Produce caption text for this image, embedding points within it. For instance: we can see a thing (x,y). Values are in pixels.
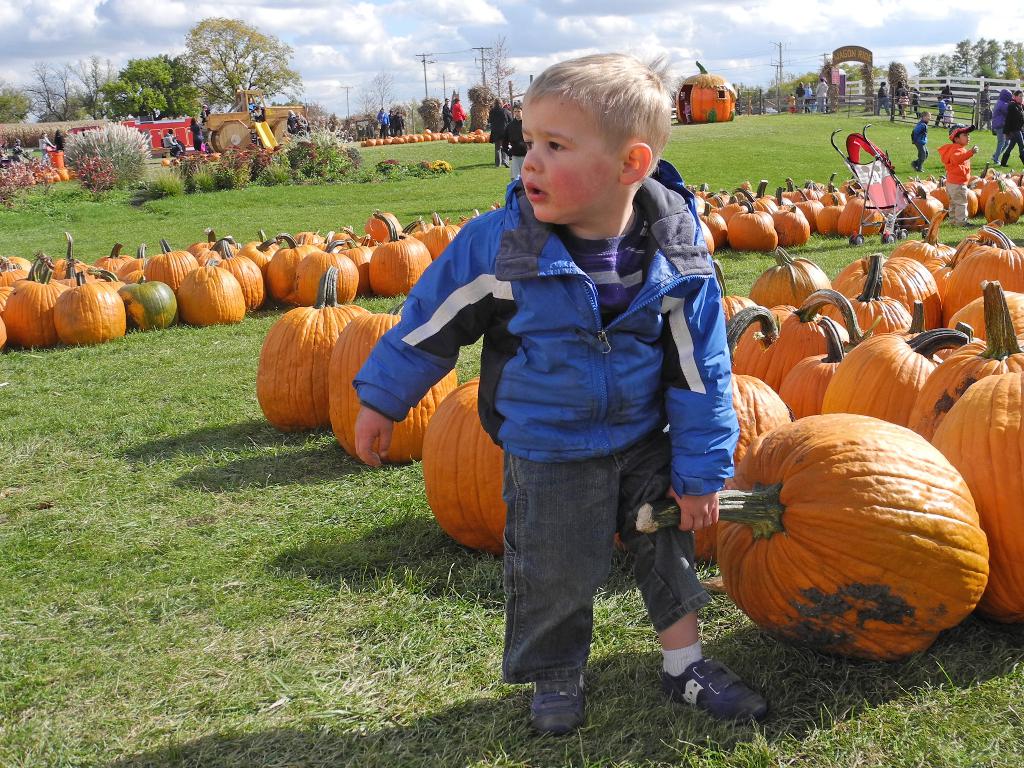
In this image a boy (548,517) is standing on the grassland (657,673). He is holding a pumpkin (751,503). Few pumpkins (915,216) are on the grassland (237,368) having few plants (252,170). Left side (271,110) there are few playstations (274,124). Few persons (1010,107) are on the grassland (877,126). Right side (970,99) there is a fence (923,89). Background there are few trees (178,101). Top of the image (486,31) there is sky (635,39) with some clouds (726,21).
